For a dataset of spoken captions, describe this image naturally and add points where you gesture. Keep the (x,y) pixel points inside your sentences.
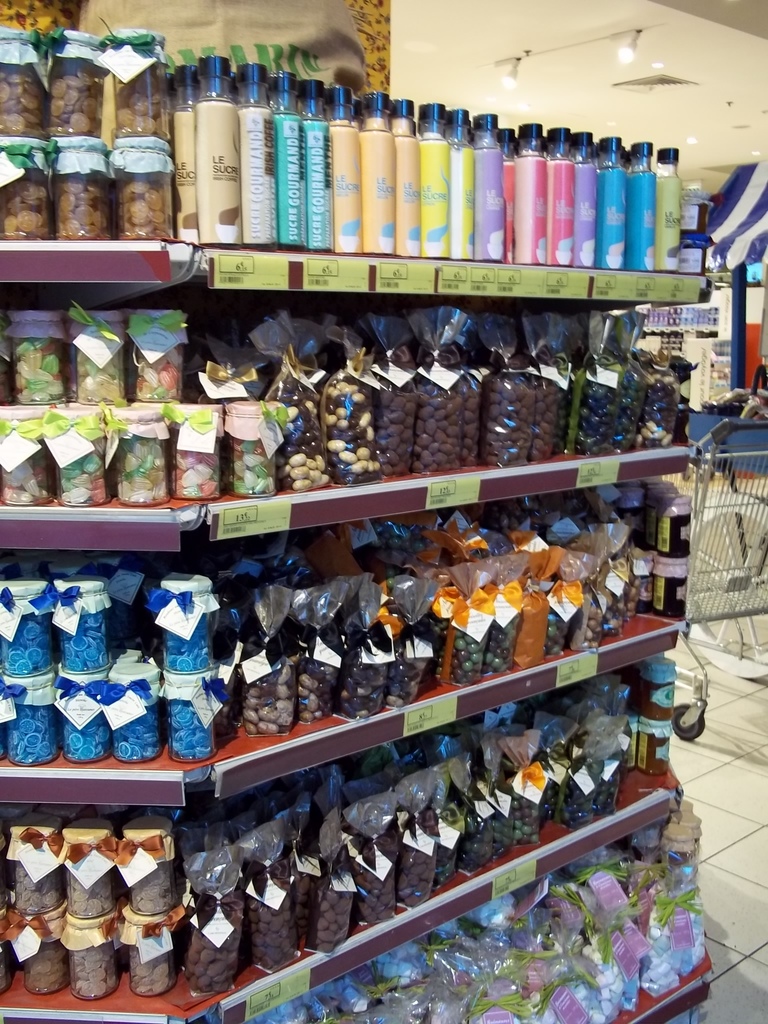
In this image, we can see a rack (7,245), in that rack (345,498) there are some packets (541,1010) and there are some bottles (13,729) kept.
